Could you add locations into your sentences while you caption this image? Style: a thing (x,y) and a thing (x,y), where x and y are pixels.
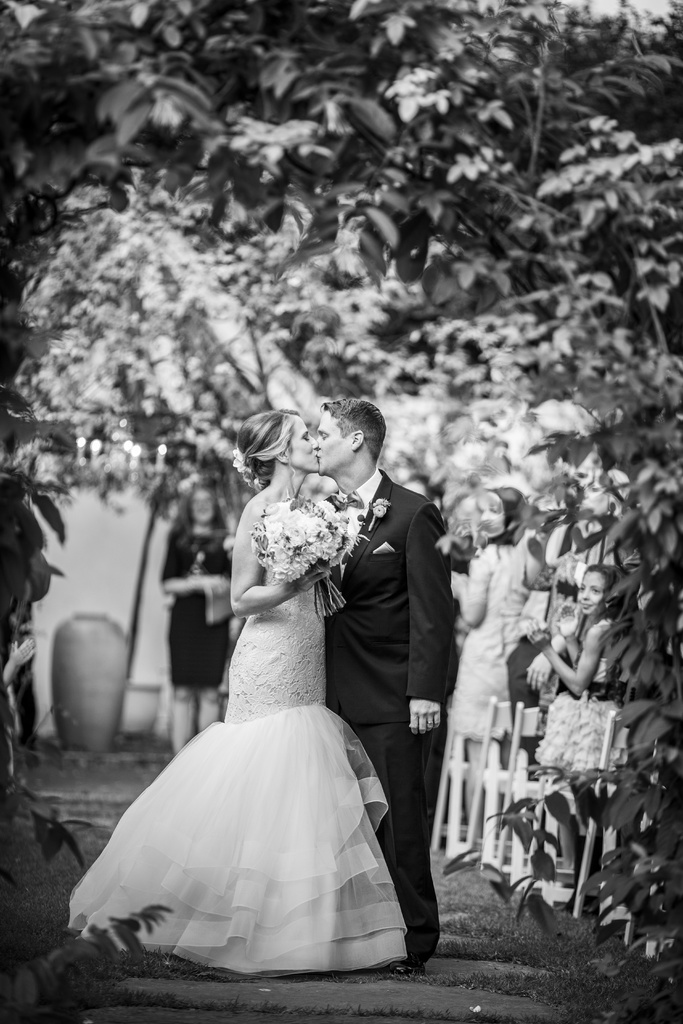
This is a black and white picture. The woman (290,423) and man (366,579) are kissing each other. The woman (306,479) wore white dress (280,636) and holds flowers (314,535). The man (387,482) wore suit (403,527) in black color. The persons (594,570) are standing. These are plants (136,141).
